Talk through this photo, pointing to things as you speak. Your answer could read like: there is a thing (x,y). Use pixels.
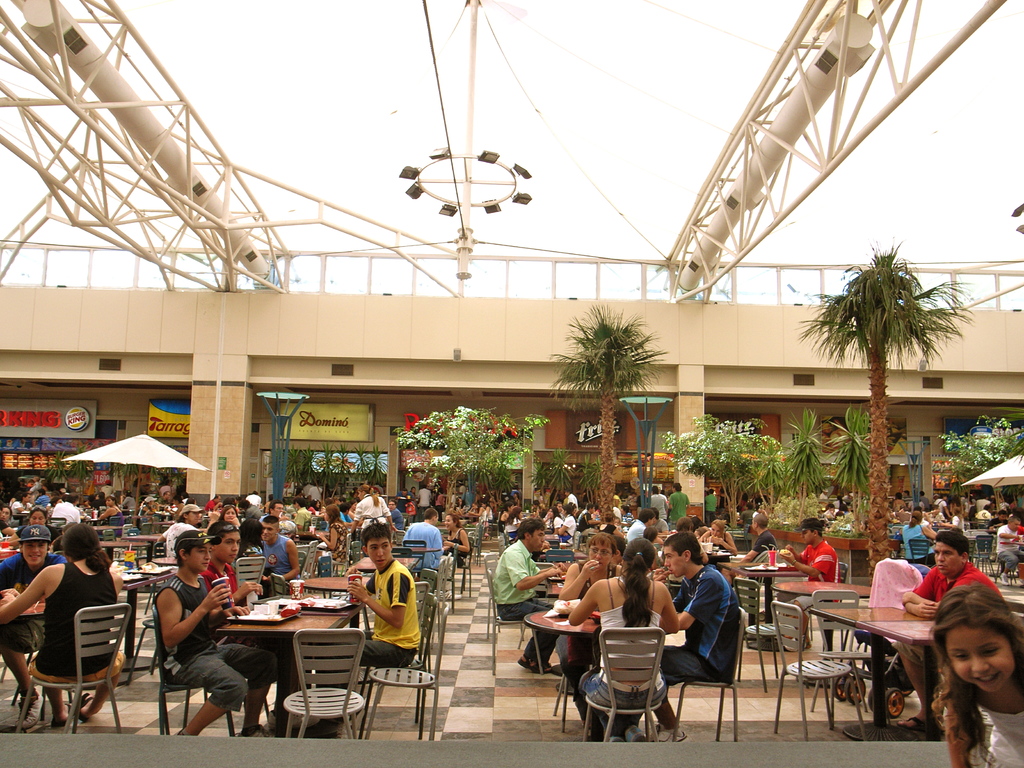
In this image, we can see group of peoples (444,500) are sat on the chair (243,571). We can see so many tables (308,628). Here there is a umbrella (1008,469). At the background (892,455), so many stalls (50,425). We can see few plants (737,468). At the back side (254,374), there is a cream color pillars (236,419) and walls (357,343). At roof (442,136), there are so many rods (167,197), lights (417,174), wires (459,203).
